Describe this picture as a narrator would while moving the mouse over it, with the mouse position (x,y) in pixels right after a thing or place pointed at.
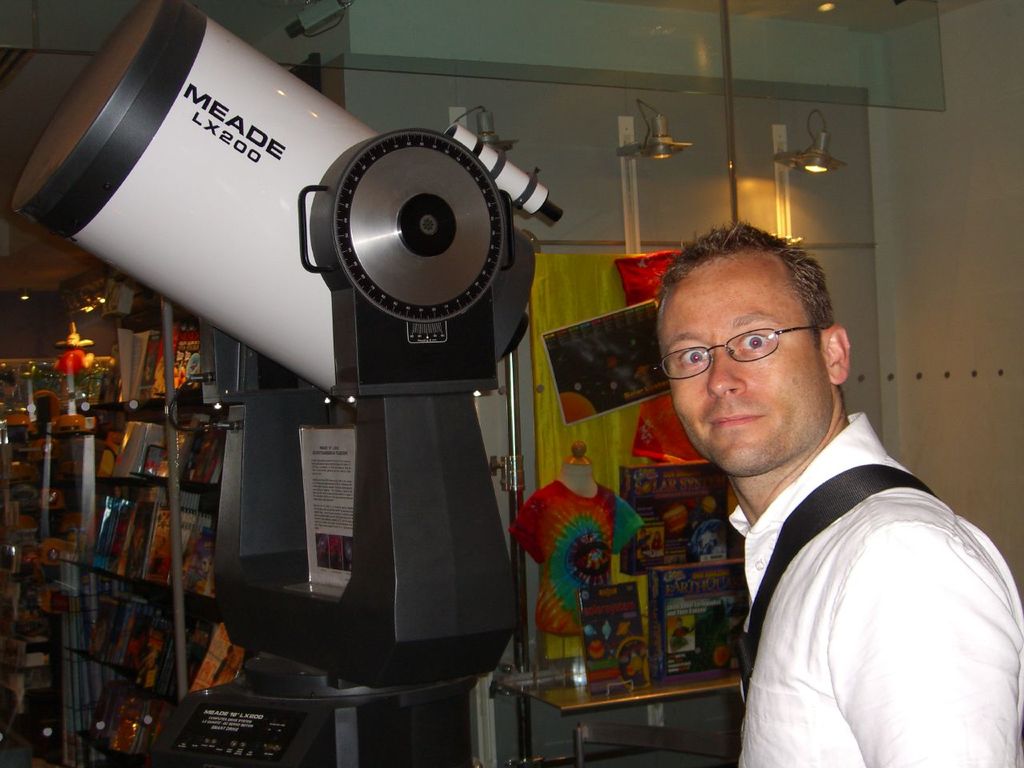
In this picture I can see a man (989,698) with spectacles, there is a telescope (491,284), there are boards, books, lights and some other objects (582,543).
